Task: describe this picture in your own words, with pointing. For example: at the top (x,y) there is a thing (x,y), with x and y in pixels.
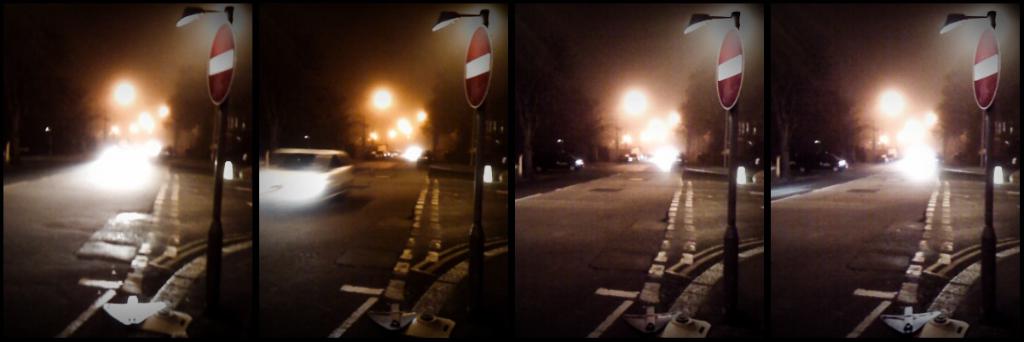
In this image we can see a collage. On the images there is a road (518,203). And there are lights (377,136). On the sides of the road (561,216) there are trees (757,150). And there is a sign board (215,80) with a pole (221,185). In the second image there is a car (310,159).
